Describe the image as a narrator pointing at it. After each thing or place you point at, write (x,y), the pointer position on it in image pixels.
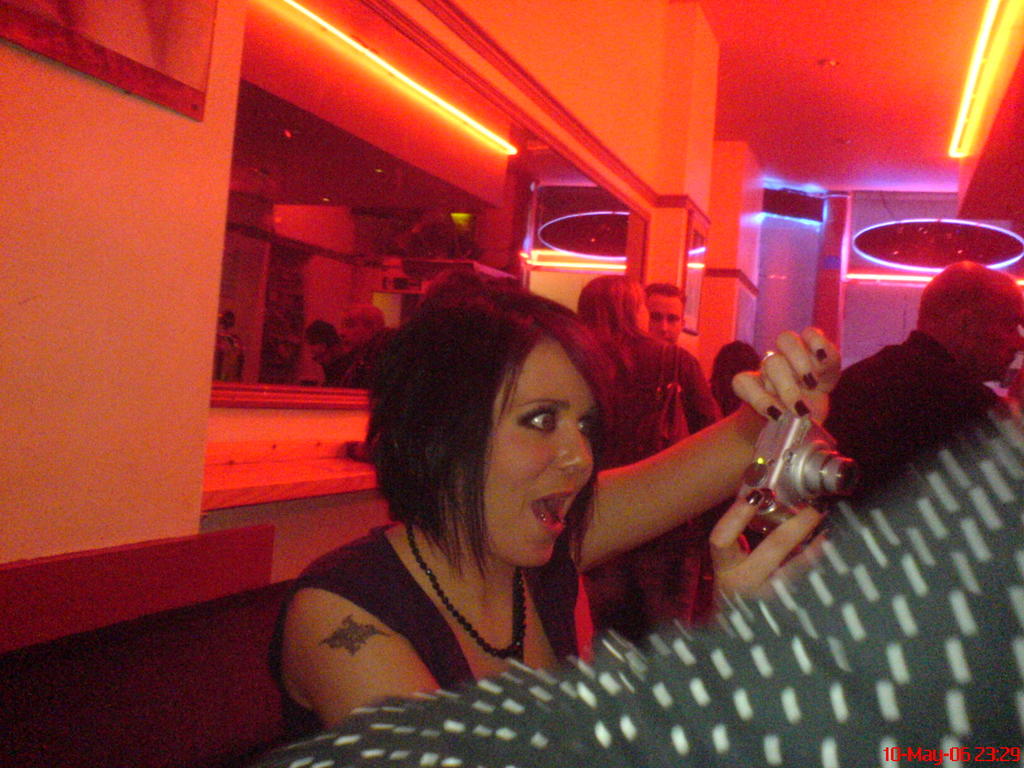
In this image we can see a group of people (635,484). In that a woman (544,595) is holding a camera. We can also see a mirror (535,183), a board (156,12) on a wall (88,130) and some ceiling lights (612,265).
